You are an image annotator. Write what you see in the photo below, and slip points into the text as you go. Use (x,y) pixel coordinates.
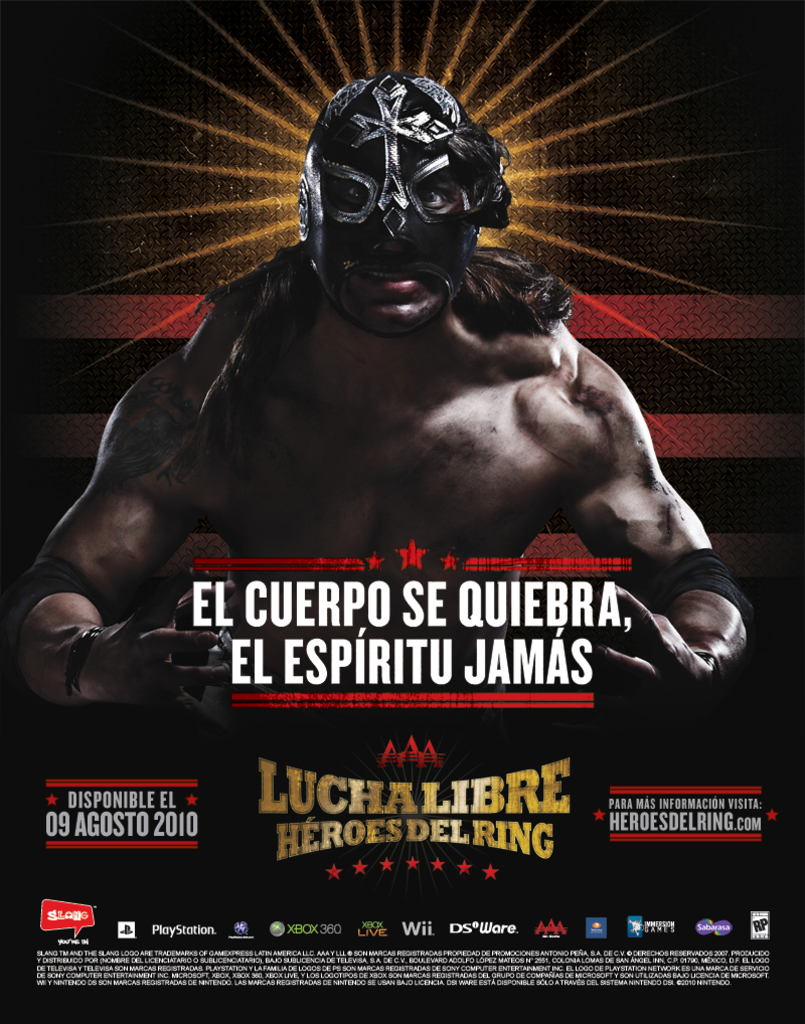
This is a picture of a poster (402,376), where there is a person (388,322) with a mask (415,294), and there are words (311,850), symbols (88,912) and some icons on the poster (457,357).
